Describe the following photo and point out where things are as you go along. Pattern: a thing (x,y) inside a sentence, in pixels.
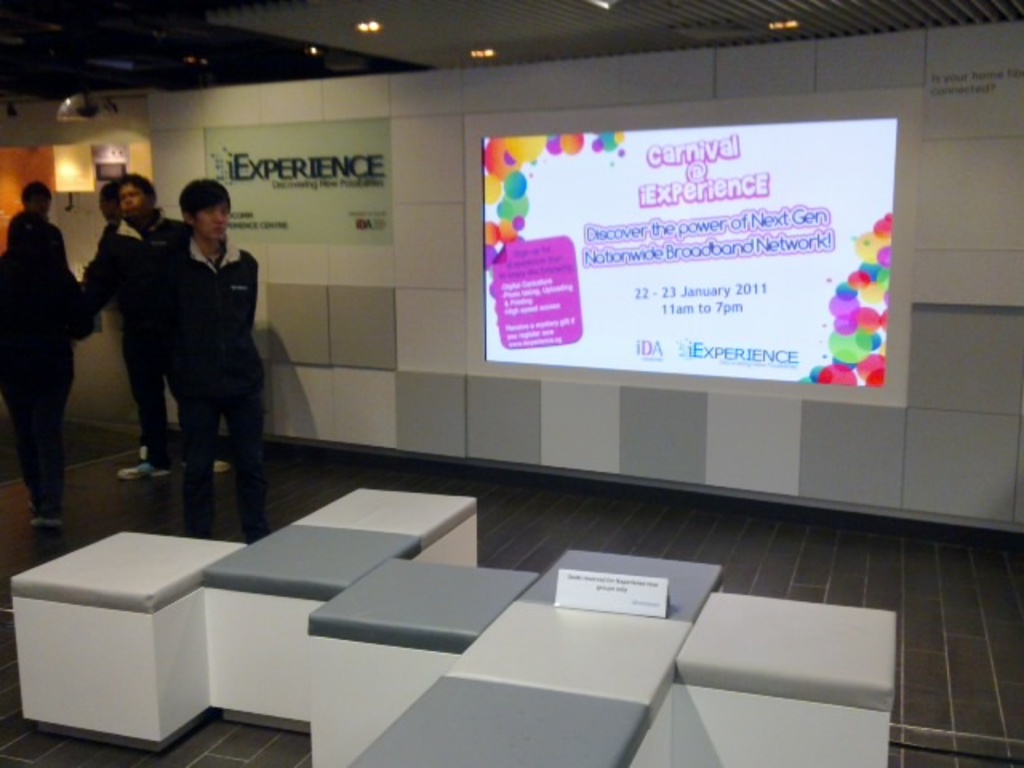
In this image I see the couches (130,717) over here and I see a white board (594,583) on which there are words (608,588) written and I see few people (196,312) over here. I can also see the floor (1013,622) and I see the wall (555,68) over here on which there is a projector screen (571,206) and I see words (692,222) and numbers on it and I see the lights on the ceiling (481,7) and I see few words (281,171) written over here too and I see the lights (60,151) over here.
